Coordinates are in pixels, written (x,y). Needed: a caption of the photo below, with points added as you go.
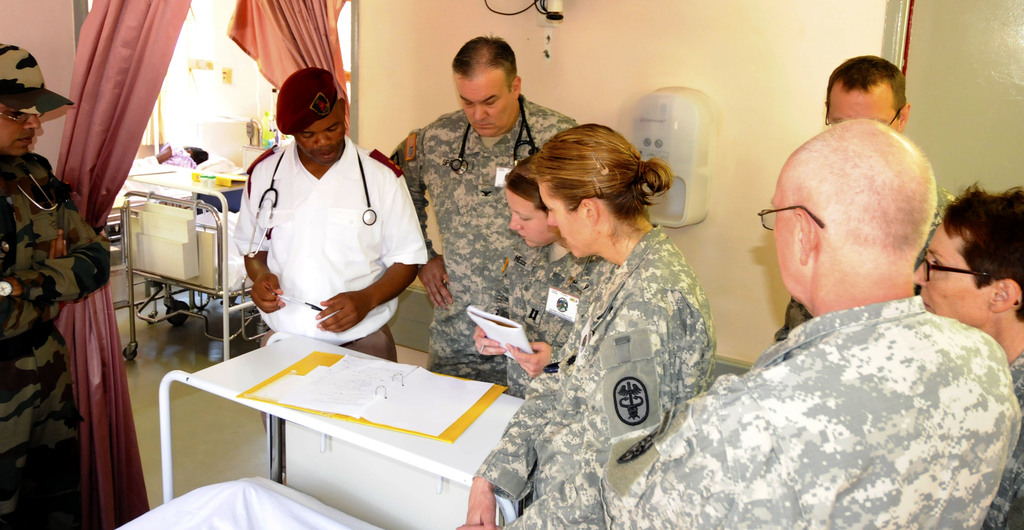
I think this picture is taken in a hospital (765,156). There are group of people (499,121) in a room (208,63). 4 people (595,168) standing besides a table (393,435) and staring at a file (331,415). One person (44,383) is standing at the left side (26,479). 3 persons (739,388) are standing towards the right side (1012,301). In the background (736,102) there is a wall (402,41), curtain (268,71), table (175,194) and a bed (155,187).
